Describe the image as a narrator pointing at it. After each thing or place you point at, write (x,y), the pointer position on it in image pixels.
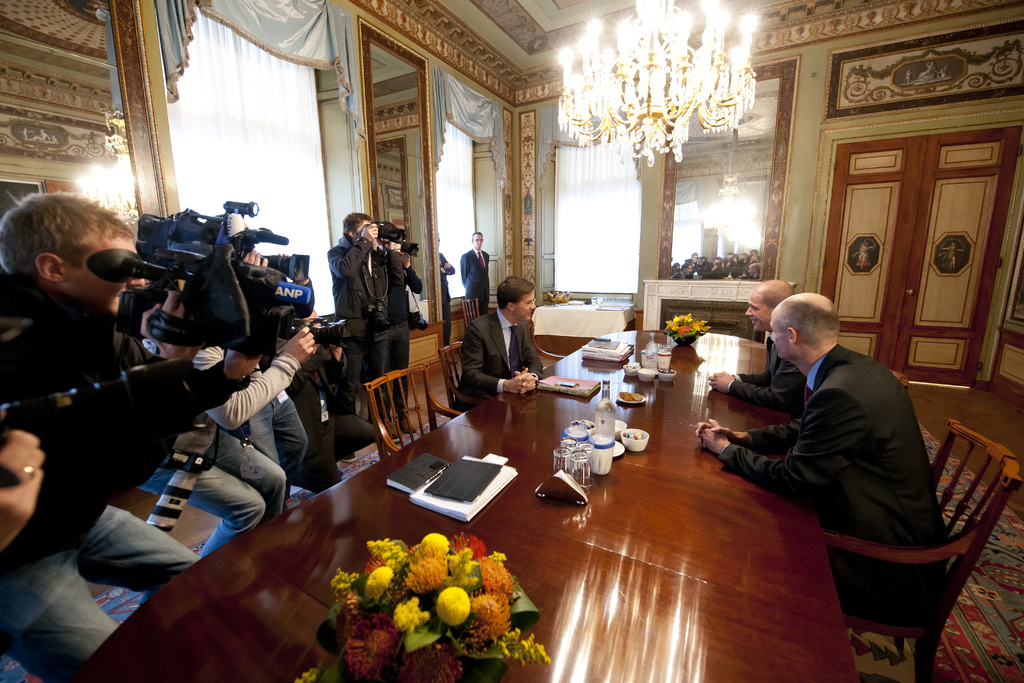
In this image we can see the inner view of a room (692,223) and there are few people (860,384) sitting on chairs (916,557) and there is a table (680,398) with some books (588,387), flower vases (454,602) and some other objects (641,373). There are some people (362,264) standing and among them few people (360,367) holding cameras (300,270) and there is a chandelier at the top (653,36) and we can see some other objects (610,221) in the room (303,83).
